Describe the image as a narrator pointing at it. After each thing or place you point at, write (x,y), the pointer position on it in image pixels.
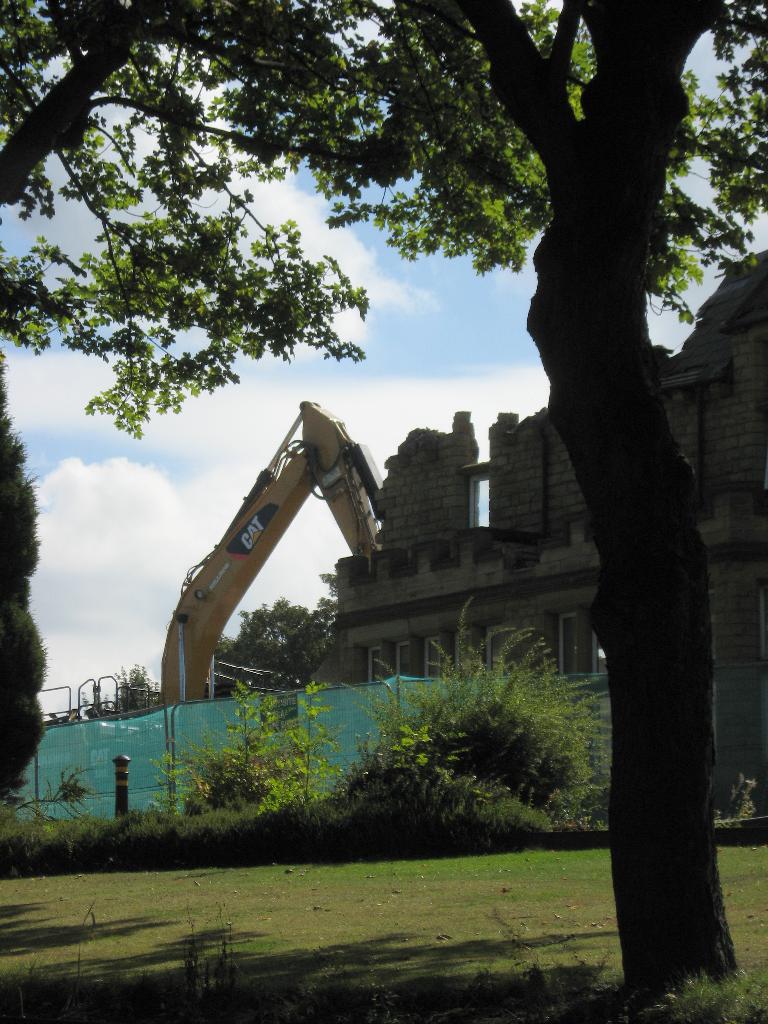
In this image we can see a house (527,528). There are many trees (676,52) and plants (363,795) in the image. There is a grassy land (306,915) in the image. There is a vehicle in the image. There is a sky (132,525) in the image.
